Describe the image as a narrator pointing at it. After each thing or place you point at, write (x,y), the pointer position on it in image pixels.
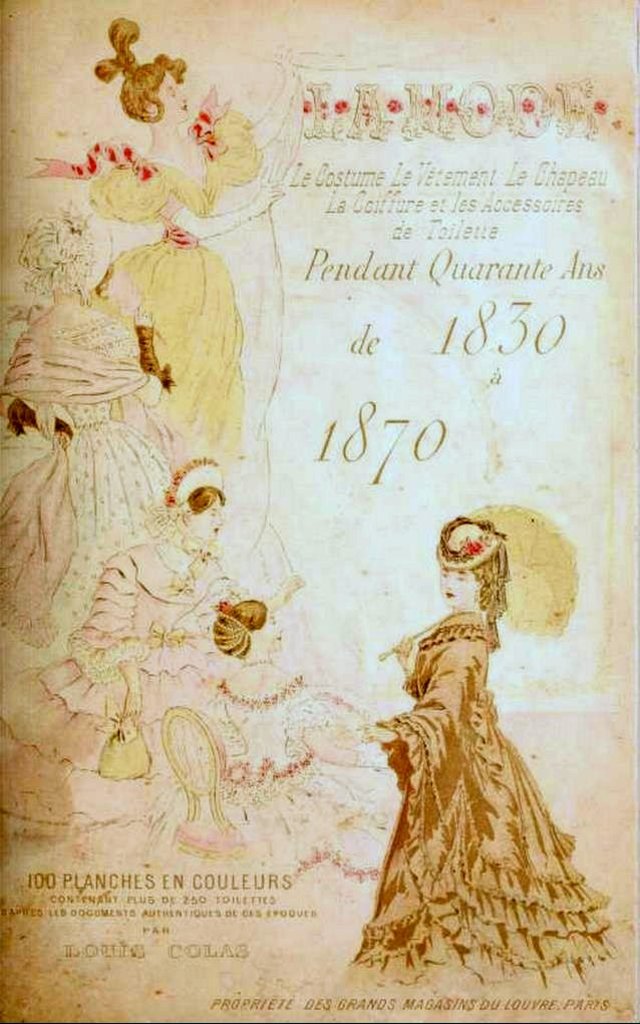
This image consists of a poster (272,768) with a few images (241,806) of women (212,490) and there is a text (67,948) on it.
